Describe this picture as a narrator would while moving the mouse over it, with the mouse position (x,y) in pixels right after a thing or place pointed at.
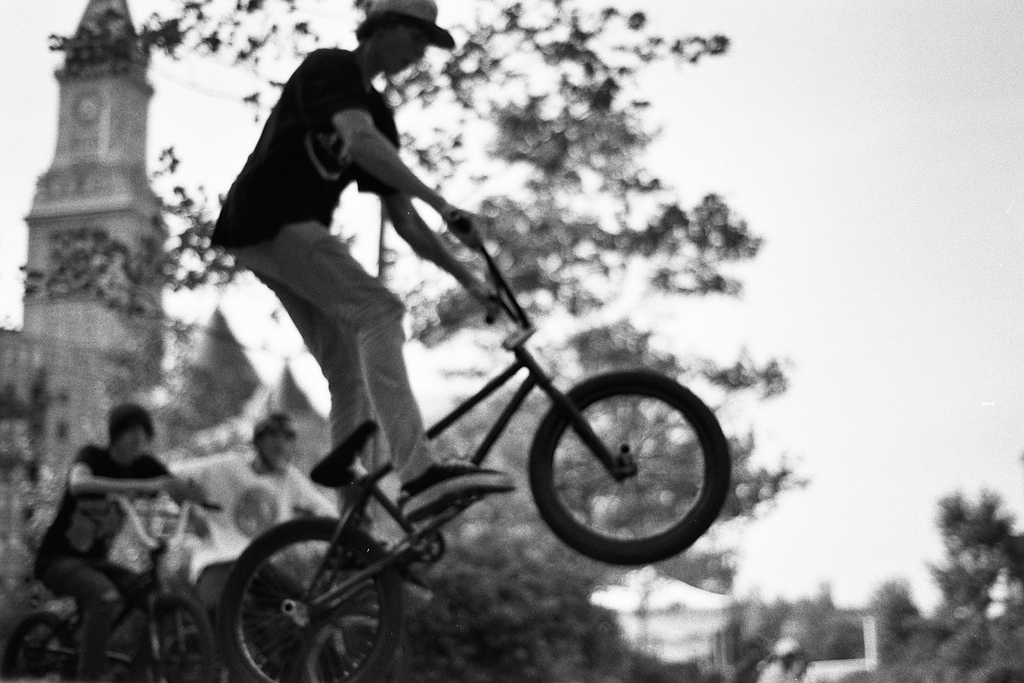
In the image there is a boy (340,309) on bicycle (558,521) doing stunts, in the background (241,537) there are two boys (254,507) on bicycles (173,621). On background (106,313) there is church (119,155) and trees (974,608) and above its sky (859,89).
